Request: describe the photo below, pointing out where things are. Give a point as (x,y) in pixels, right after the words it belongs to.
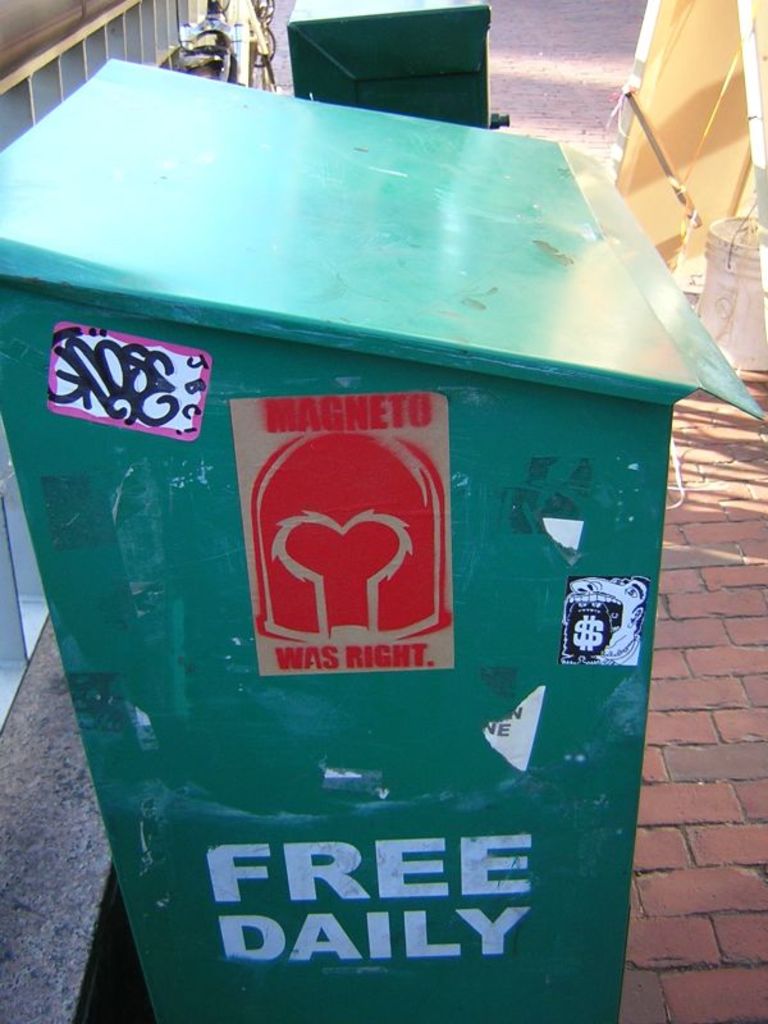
In this picture we can see a bin (192,743) with stickers (286,504) on it and this bin (397,726) is placed on the floor (693,582) and in the background (762,180) we can see a bucket (732,345) and some objects (662,95).
